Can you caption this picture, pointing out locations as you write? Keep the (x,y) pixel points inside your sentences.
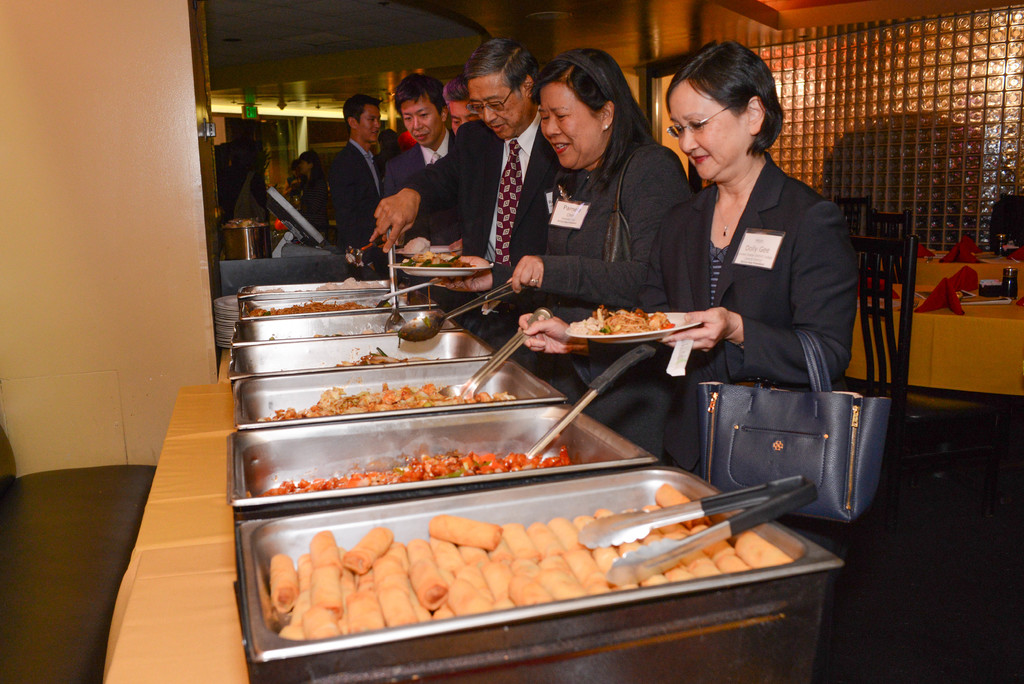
This image is taken indoors. At the bottom of the image (177,552) there is a table (210,532) with many dishes (404,482) on it. On the left side of the image (119,491) there is a couch (89,548). In the middle of the image (523,296) a few people (453,187) are standing in a queue (475,311) and holding plates (571,334) in their hands (545,329) and serving themselves. In the background (1000,336) there is a wall (1002,153) and there are two empty chairs (903,311) and a table (917,318) with a few things (954,302) on it.
